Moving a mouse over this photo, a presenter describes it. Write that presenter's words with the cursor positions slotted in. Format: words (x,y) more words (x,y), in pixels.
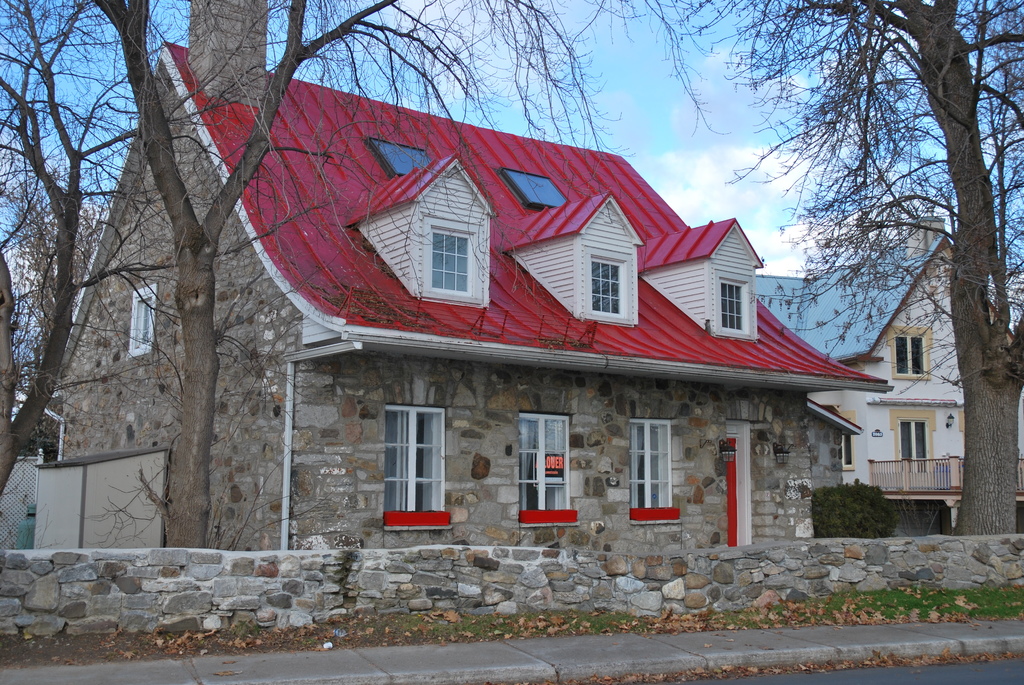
This picture is clicked outside. In the foreground (896,585) we can see the stone wall (501,581) and some portion of green grass (1001,609) and we can see the dry stems (992,493). In the center (369,265) we can see the houses (487,357) and some other items (67,463) and we can see the plants (873,509). In the background (776,155) we can see the sky (640,76).
